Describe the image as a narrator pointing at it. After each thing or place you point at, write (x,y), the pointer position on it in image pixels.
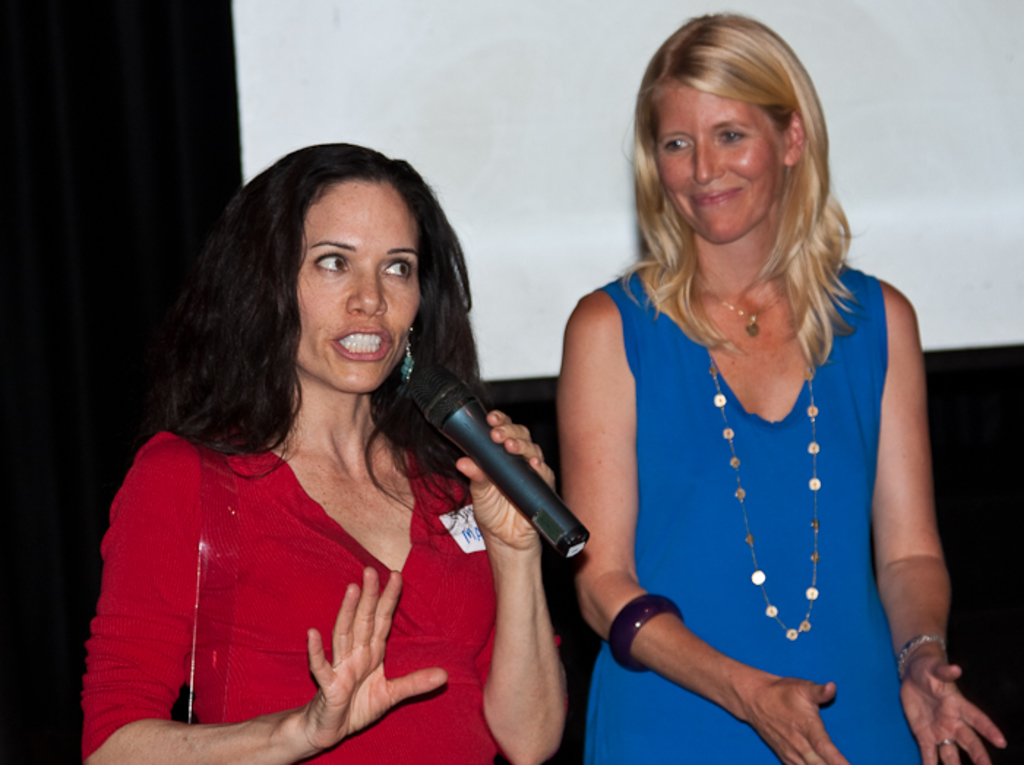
This woman (510,647) wore red dress (305,630) and speaking in-front of mic (454,410). Beside this woman (374,564) other women (761,536) wore blue dress (774,494) and smiling. A screen (411,72) is on curtain (172,129).
